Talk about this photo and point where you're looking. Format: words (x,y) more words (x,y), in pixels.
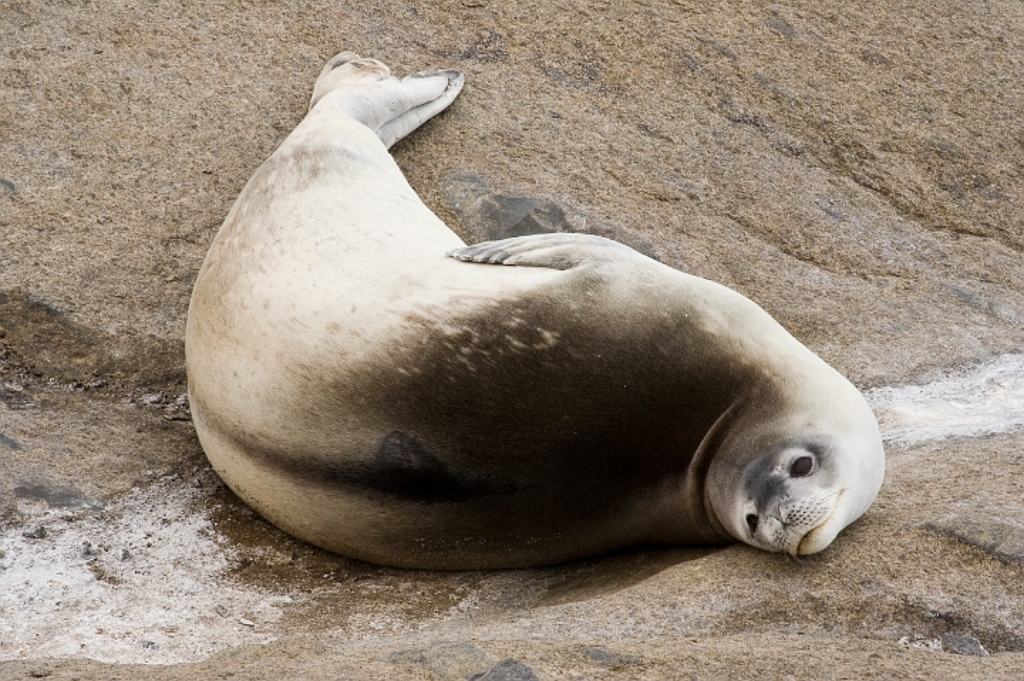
In this picture I can see a seal (680,465) on the sand (227,611).
